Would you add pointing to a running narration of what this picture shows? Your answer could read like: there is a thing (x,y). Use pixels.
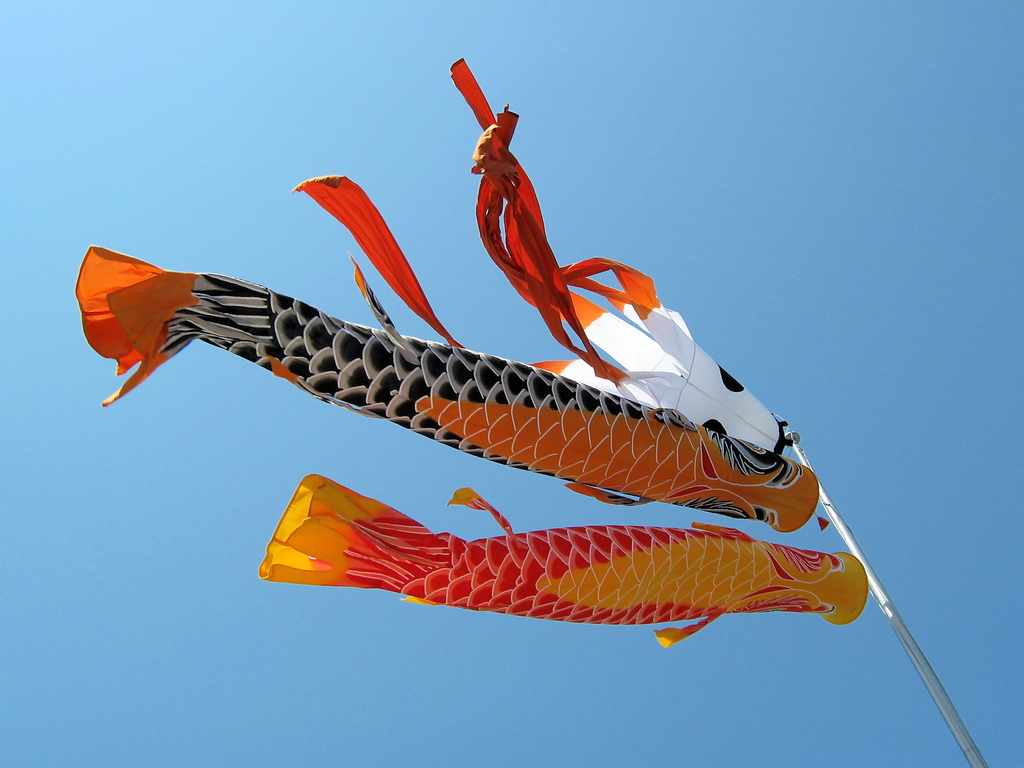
In this image I can see in the middle (461,503) there are fish type things (584,484) that are flying in the air (609,117), this is the sky (612,129).
